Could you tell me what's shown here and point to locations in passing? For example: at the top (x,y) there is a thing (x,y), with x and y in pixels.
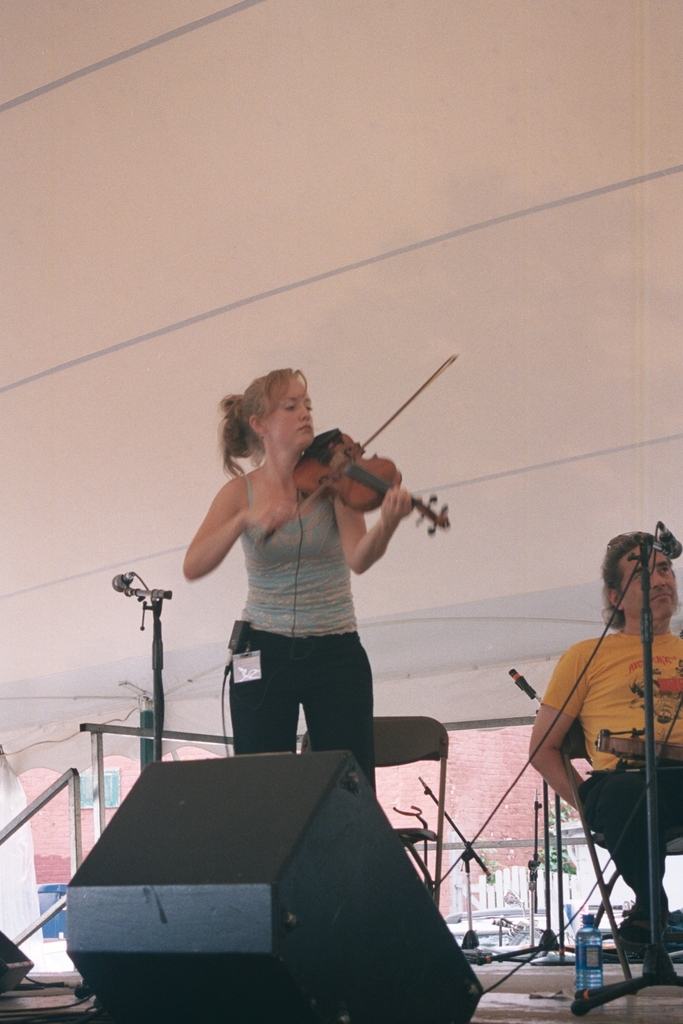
In this picture we can see woman (271,381) standing and playing violin (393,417) and beside to her man (624,784) sitting on chair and in front of him there is mic (665,534) and in background (496,767) we can see chair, wall (499,780).
